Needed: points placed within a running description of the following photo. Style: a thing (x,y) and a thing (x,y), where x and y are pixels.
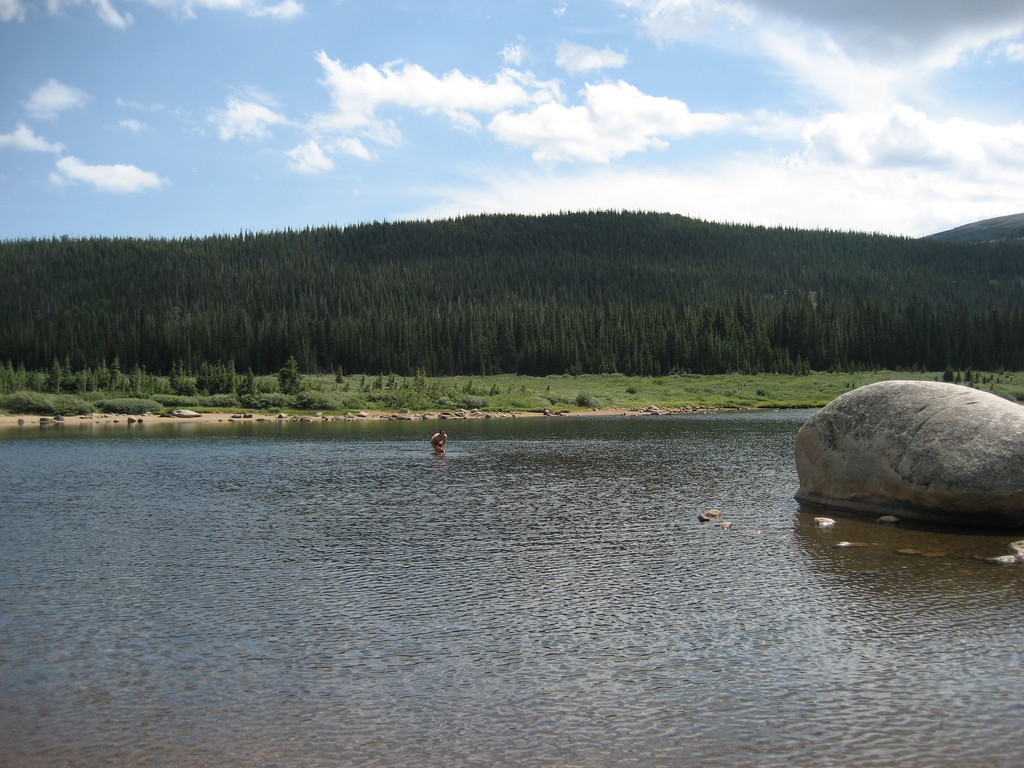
In the picture we can see water (386,618), there is stone (912,464), we can see a person (440,440) standing in the middle of water (460,449) and in the background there are some trees (392,265) and top of the picture (498,195) there is cloudy sky (689,114).
